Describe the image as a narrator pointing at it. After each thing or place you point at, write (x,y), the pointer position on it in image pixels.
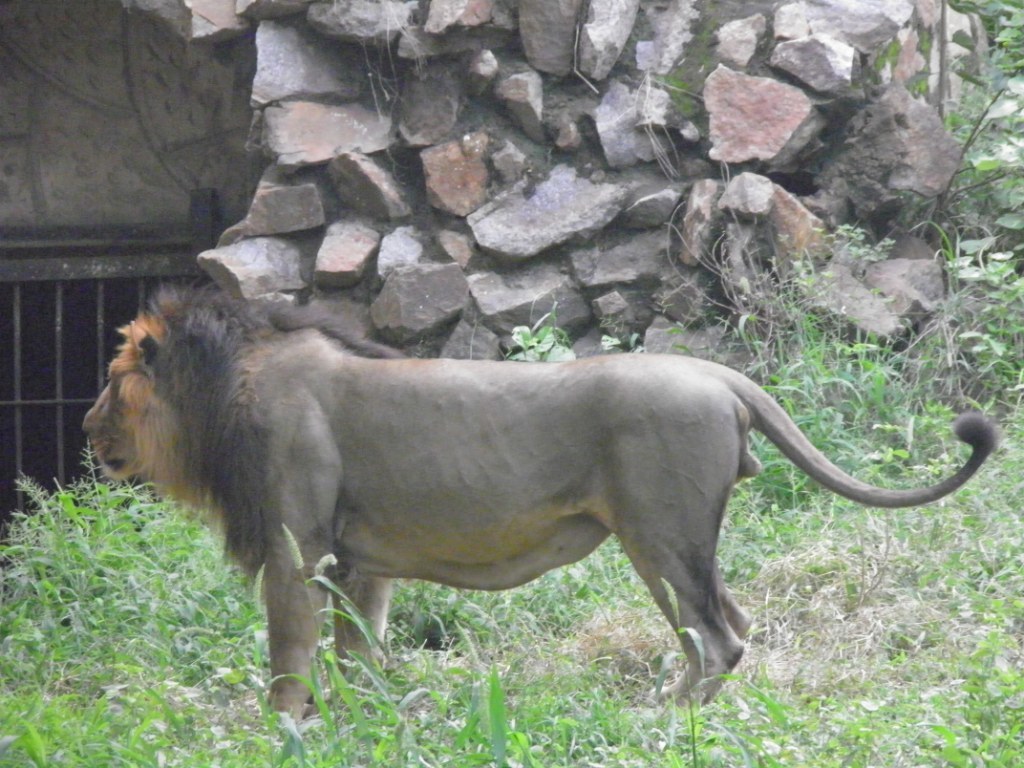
In this picture we can see a lion (406,503) standing here, at the bottom (621,630) there is grass (921,695), we can see some rocks (639,130) in the background (555,140).
